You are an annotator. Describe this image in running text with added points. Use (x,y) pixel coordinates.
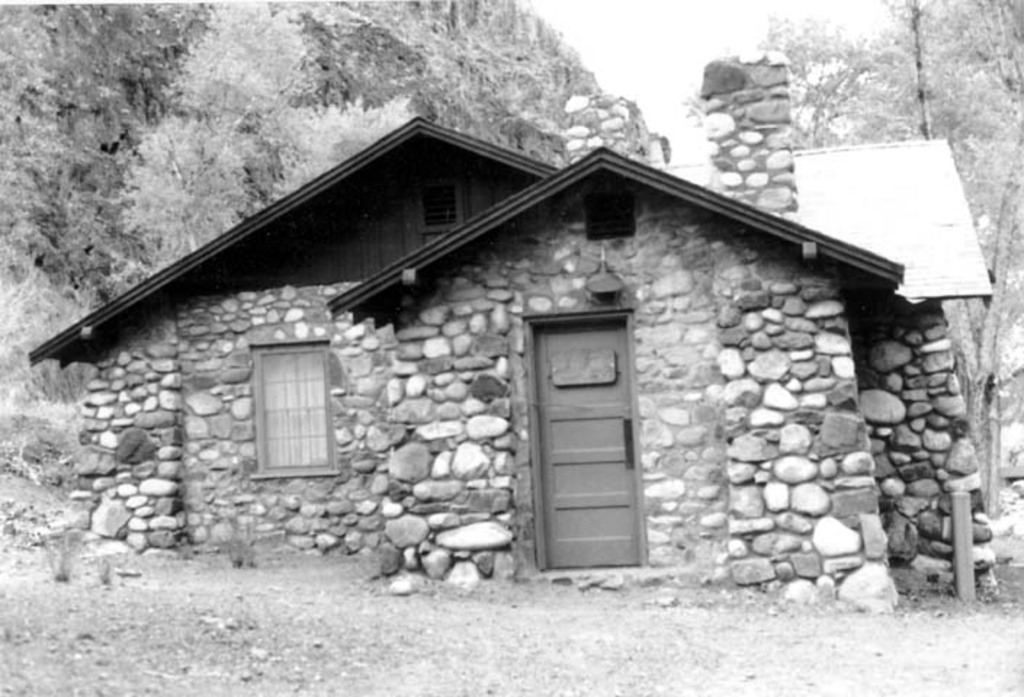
This is a black and white image. In the middle of the image (499,285) there is a house (311,295). In the background (255,29) there are many trees (209,139).
